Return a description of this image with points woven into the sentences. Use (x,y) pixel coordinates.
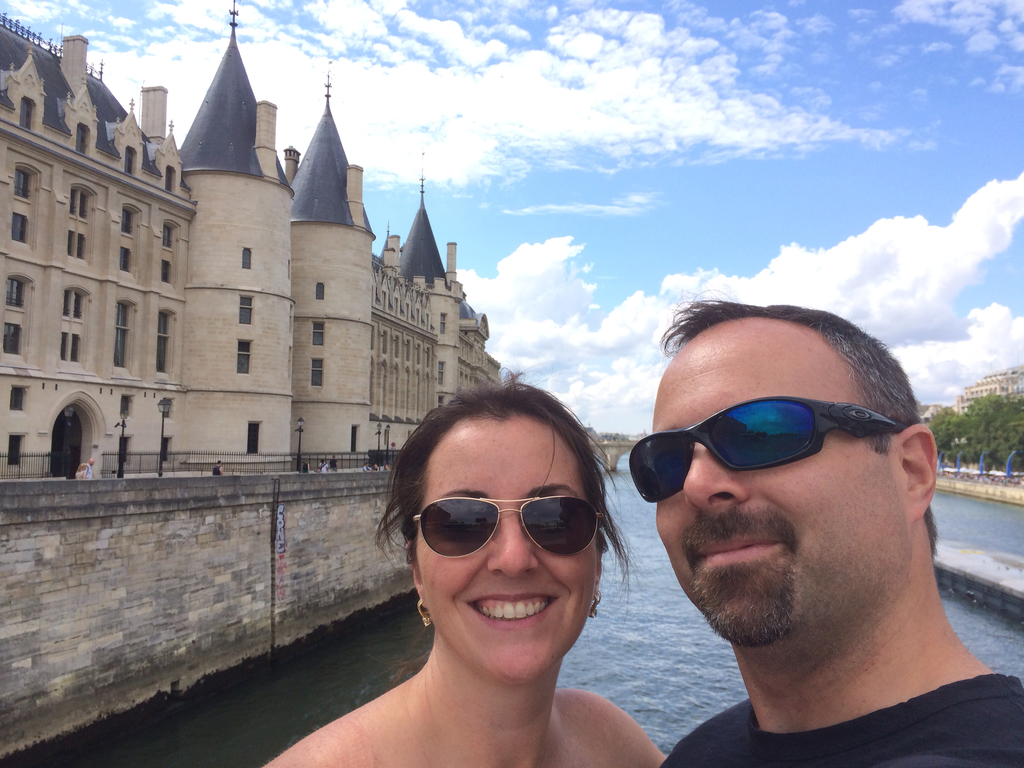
In this picture we can see the couple (552,445) standing in front (561,760) wearing sunglasses (490,523), smiling and giving a pose to the camera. Behind there is a water canal (658,624) and brown castle (322,340). On the top (619,172) there is a sky (619,172) and clouds (751,137).
